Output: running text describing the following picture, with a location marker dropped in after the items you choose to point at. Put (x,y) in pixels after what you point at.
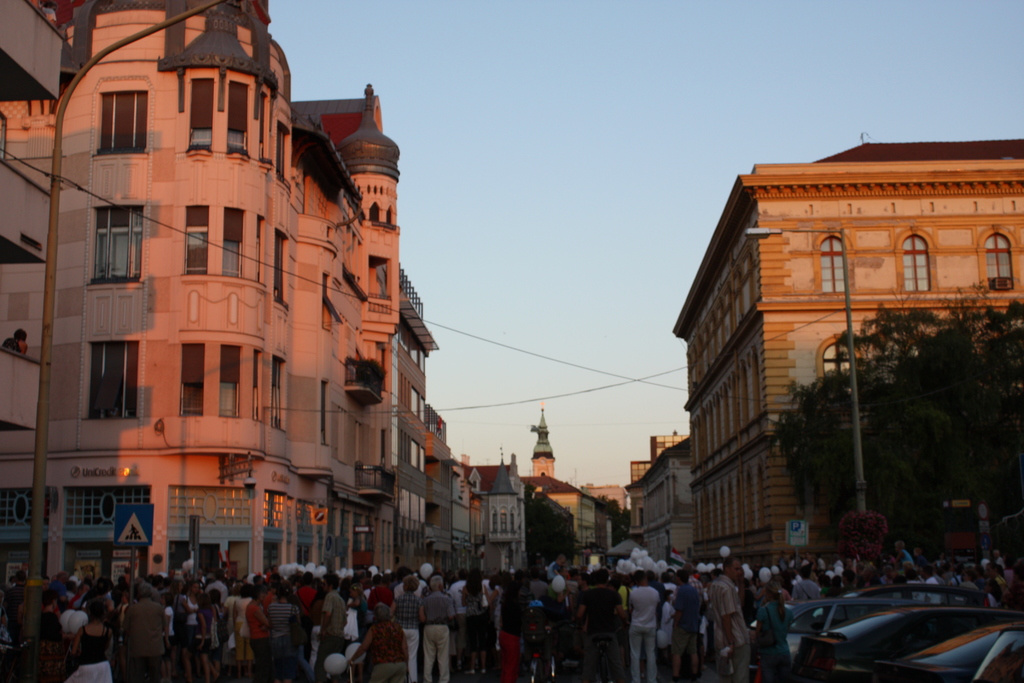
In this image we can see a group of people (464,642) standing, holding balloons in their hands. On the right side of the image (798,627) we can see group of vehicles (916,651) parked on road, a group of buildings (704,540) with windows (235,353), light poles (37,467), trees (809,415) and in the background (470,166) we can see a tower (541,475) and the sky (552,203).
